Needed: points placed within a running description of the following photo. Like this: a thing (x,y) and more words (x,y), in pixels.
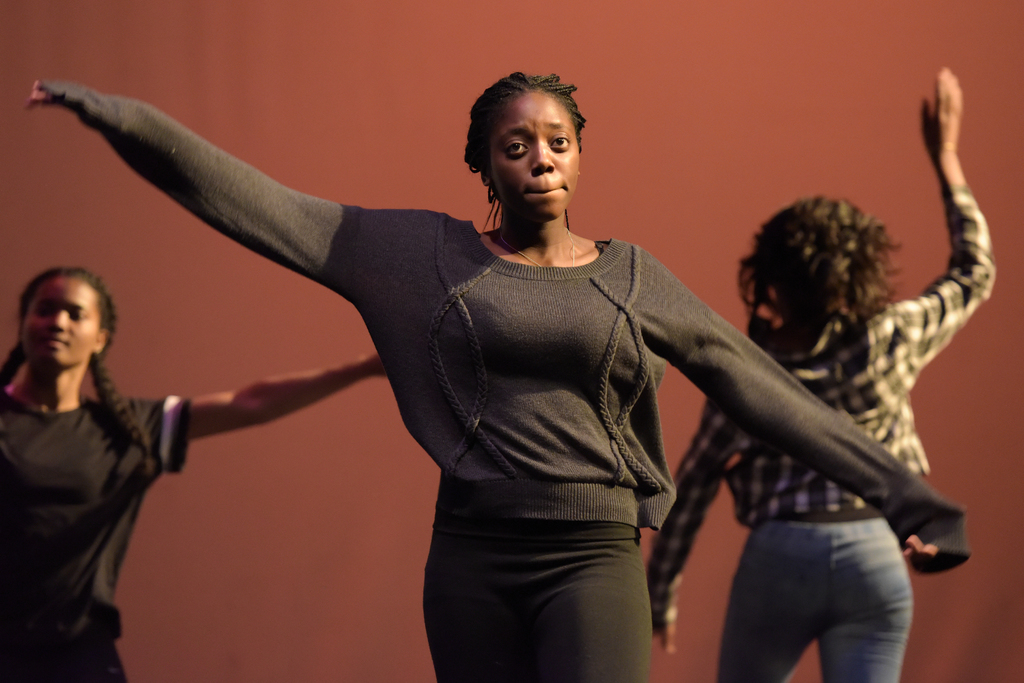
In this image there are three women (570,485) dancing, in the background (363,39) there is a wall (13,128).
